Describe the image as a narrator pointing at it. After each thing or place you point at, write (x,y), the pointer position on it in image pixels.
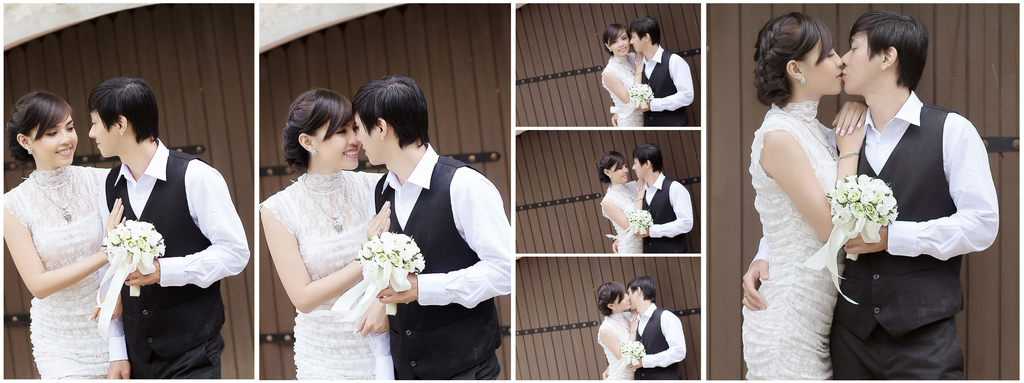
This is a collage of six images. In the images there is a lady (82,193) wearing white gown (333,211) and the man (203,204) with white shirt (198,208) and black coat (194,308). The man (129,277) is holding bouquet (133,249). In the background (201,121) there is brown wall (746,29). Both of them are in different positions in the pictures.
